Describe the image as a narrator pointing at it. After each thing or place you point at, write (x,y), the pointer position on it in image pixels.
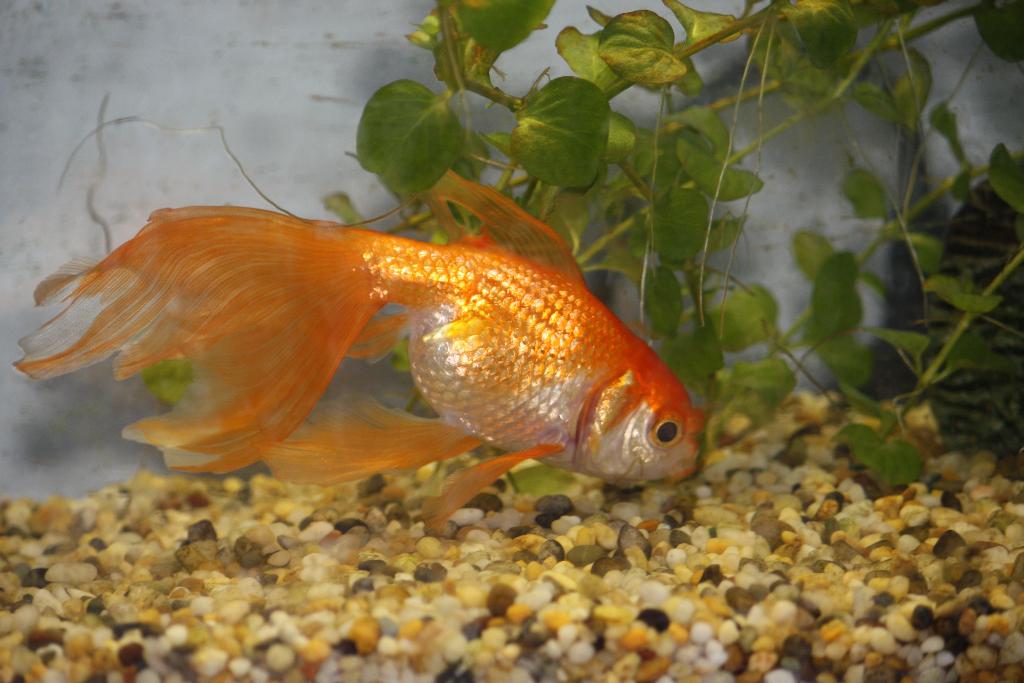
In this image I can see a gold fish (353,285) and I can see number of stones (593,542) and in the background (306,148) I can see the plants (582,55) and the white color thing (784,110).
